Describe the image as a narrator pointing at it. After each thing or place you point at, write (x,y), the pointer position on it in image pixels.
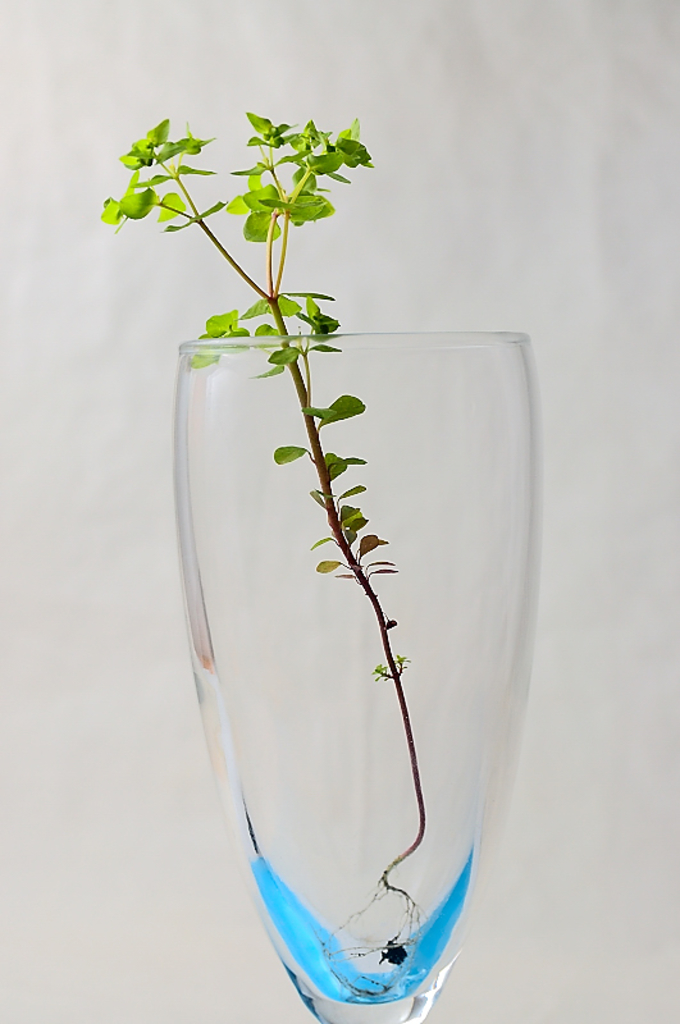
In this image there is a glass (261,530), in that glass (299,566) there is a plant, in the background (97,229) it is white.
